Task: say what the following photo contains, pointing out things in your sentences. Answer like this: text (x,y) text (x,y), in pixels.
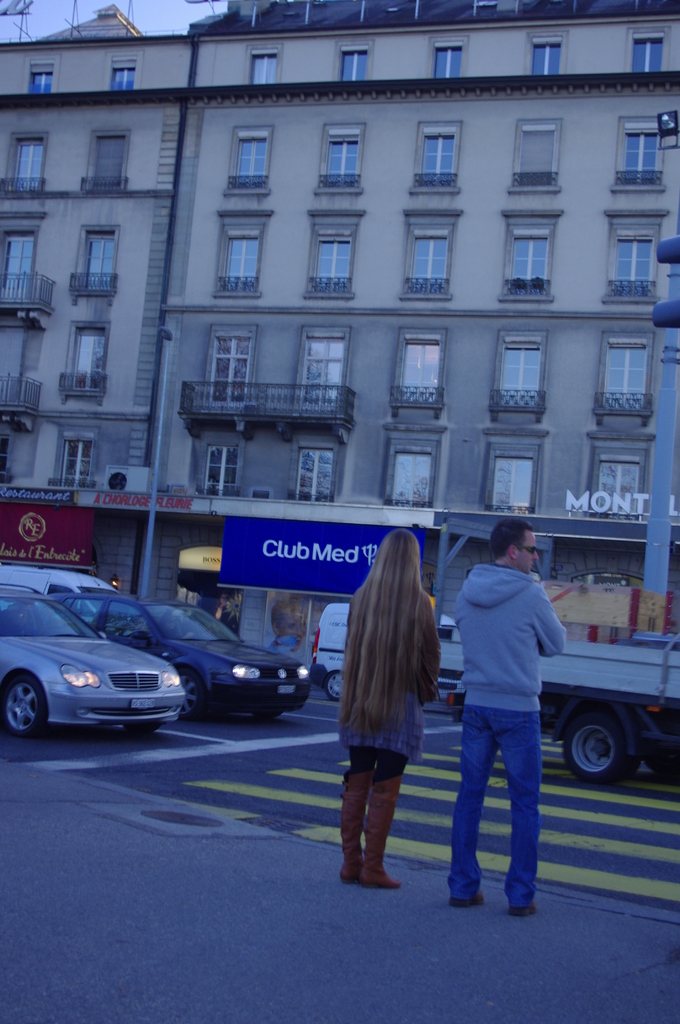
In the middle of the image (408,558) two persons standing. Behind them there are some vehicles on the road (638,795). Top of the image (616,49) there are some buildings (393,36).
